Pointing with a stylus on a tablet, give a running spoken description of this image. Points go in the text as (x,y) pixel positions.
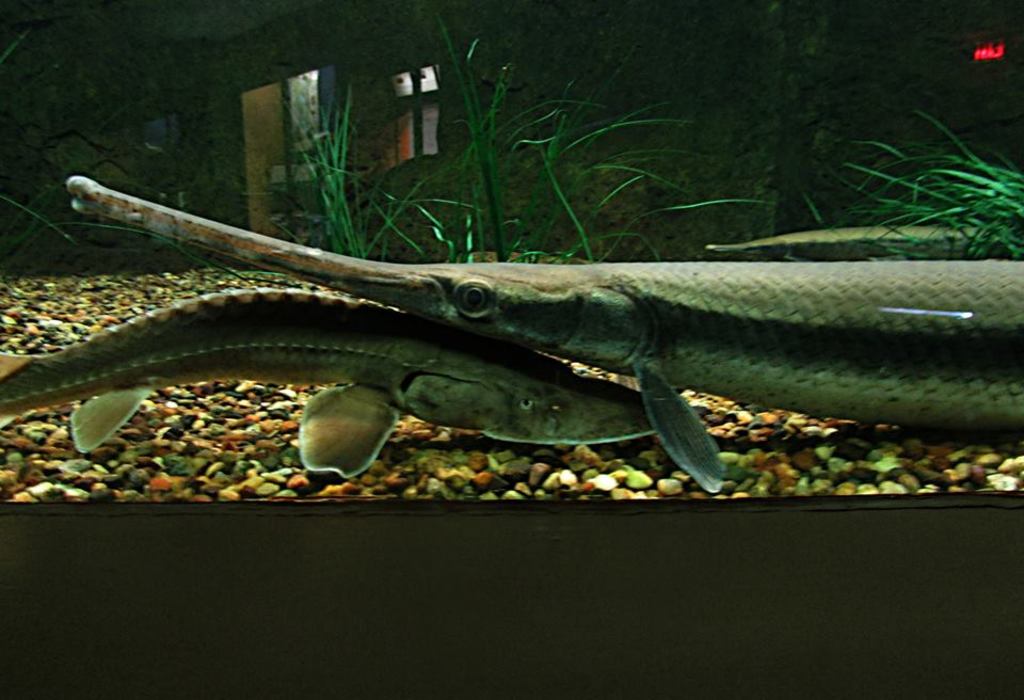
In the picture I can see fishes (267,371), stones (233,393), grass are in the aquarium (395,325).
